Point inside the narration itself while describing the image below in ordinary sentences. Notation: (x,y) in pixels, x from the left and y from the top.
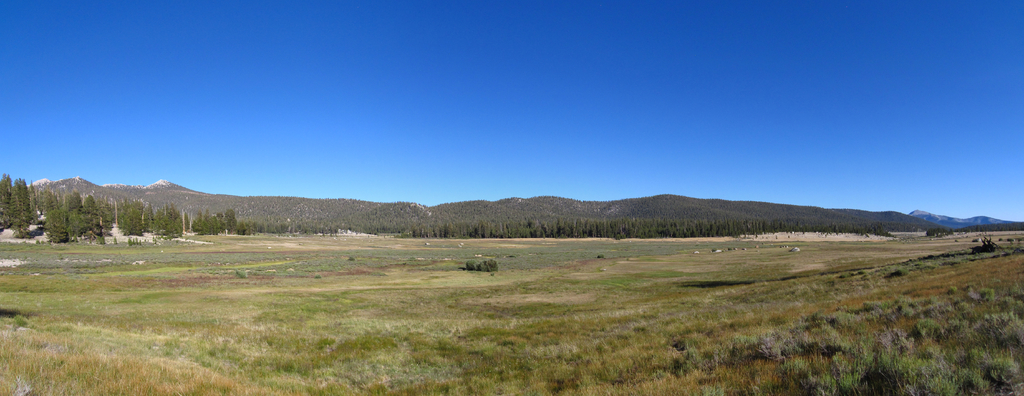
In this image we can see the hills (679,213), trees (603,224) and also the grass (842,309). We can also see the mountains (973,217). Sky (403,113) is also visible.
